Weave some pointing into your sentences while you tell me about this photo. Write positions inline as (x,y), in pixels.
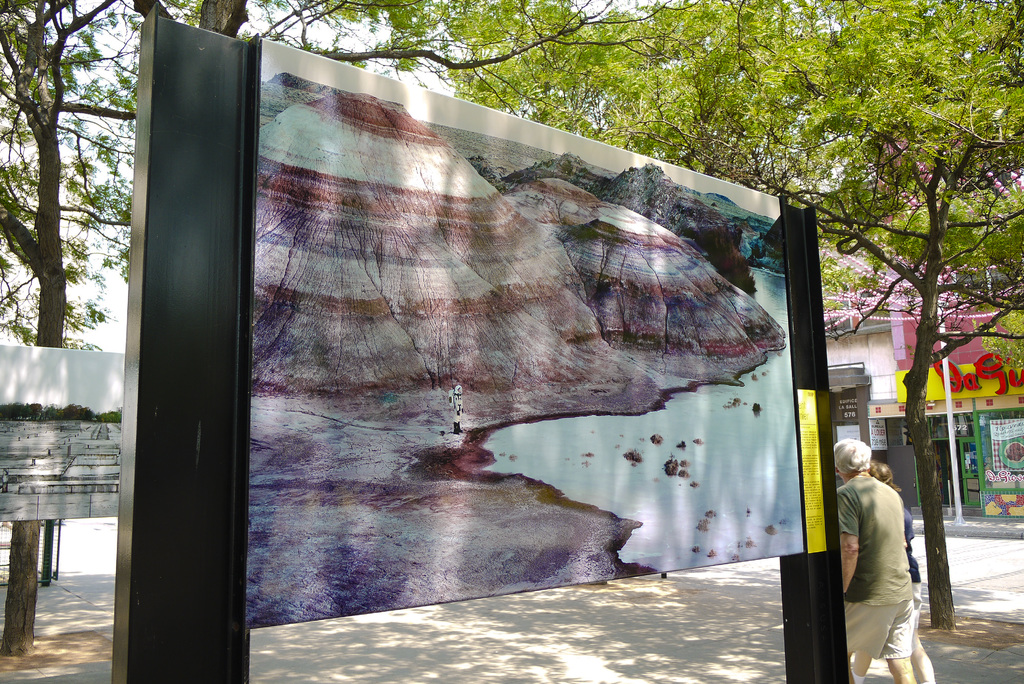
In the image in the center (352,444) we can see sign boards (406,349), poles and two persons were walking. In the background (592,47) we can see sky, clouds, trees (924,364), building (886,372), wall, banners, poles (947,405), glass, road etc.
